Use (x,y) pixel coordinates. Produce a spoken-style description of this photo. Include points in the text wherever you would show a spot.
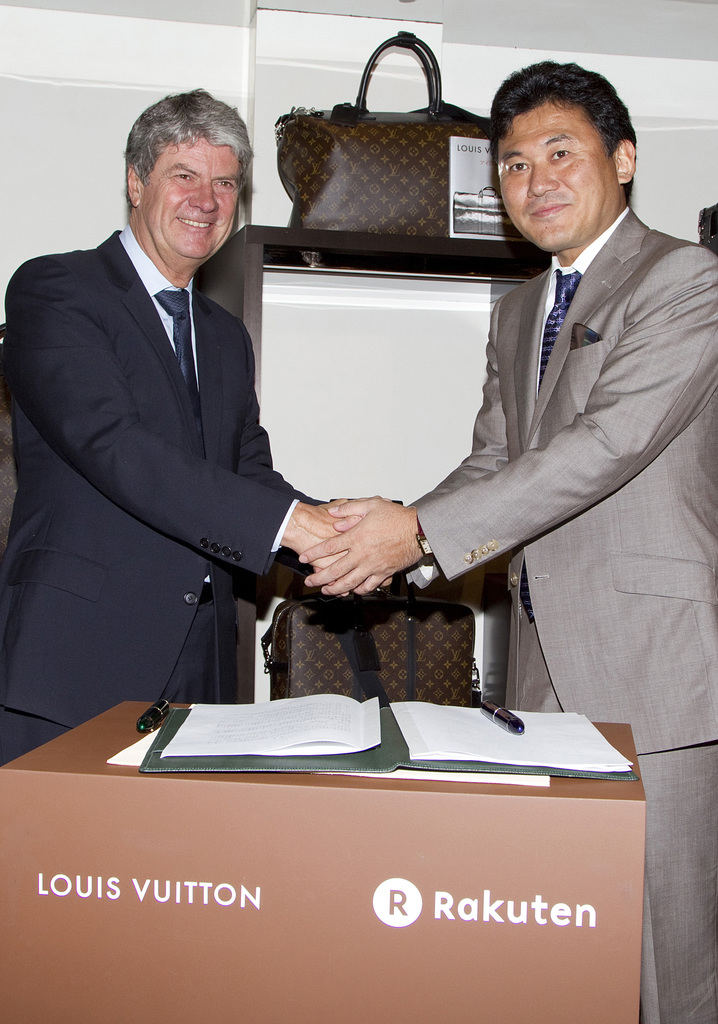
In this image I can see two men (608,320) are standing and giving shake hands. These men (194,373) are smiling. Here I can see a table (362,871) which has a book (393,734) and some other objects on it. In the background (292,186) I can see a bag (430,193), a white color wall (7,190) and other objects (485,213).
